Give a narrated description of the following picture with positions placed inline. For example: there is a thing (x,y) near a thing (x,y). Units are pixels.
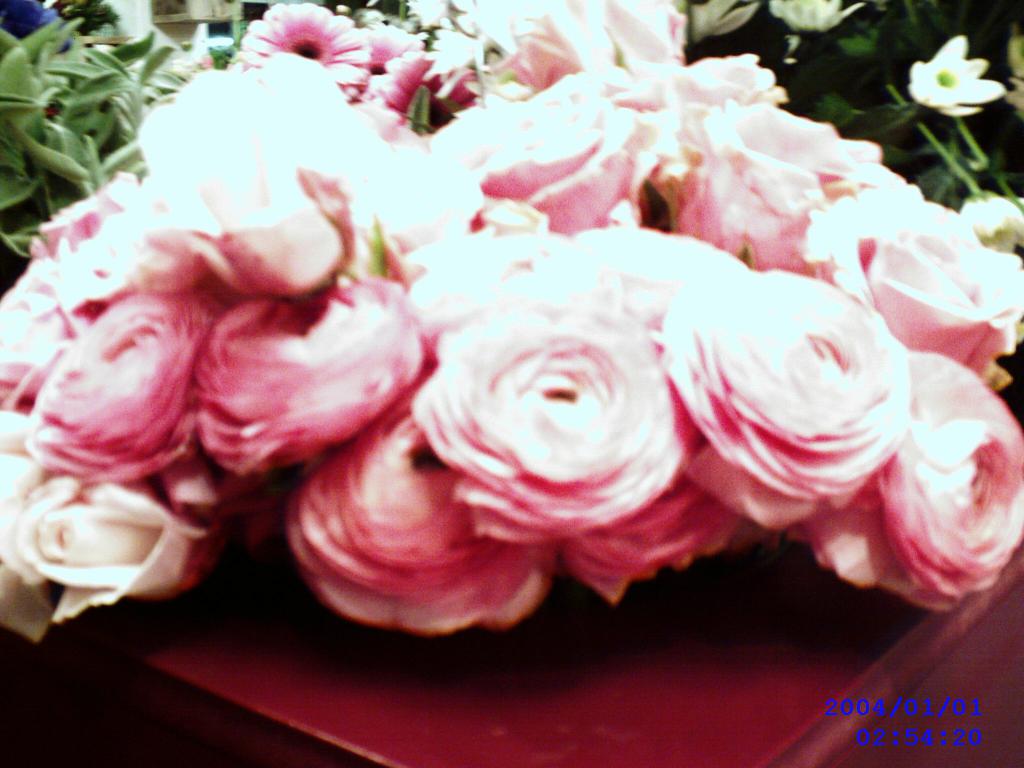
In this image I can see number of flowers (487,309) and on the both side of it I can see green colour leaves (21,127). I can also see a watermark (874,743) on the bottom right side of this image (839,699).
